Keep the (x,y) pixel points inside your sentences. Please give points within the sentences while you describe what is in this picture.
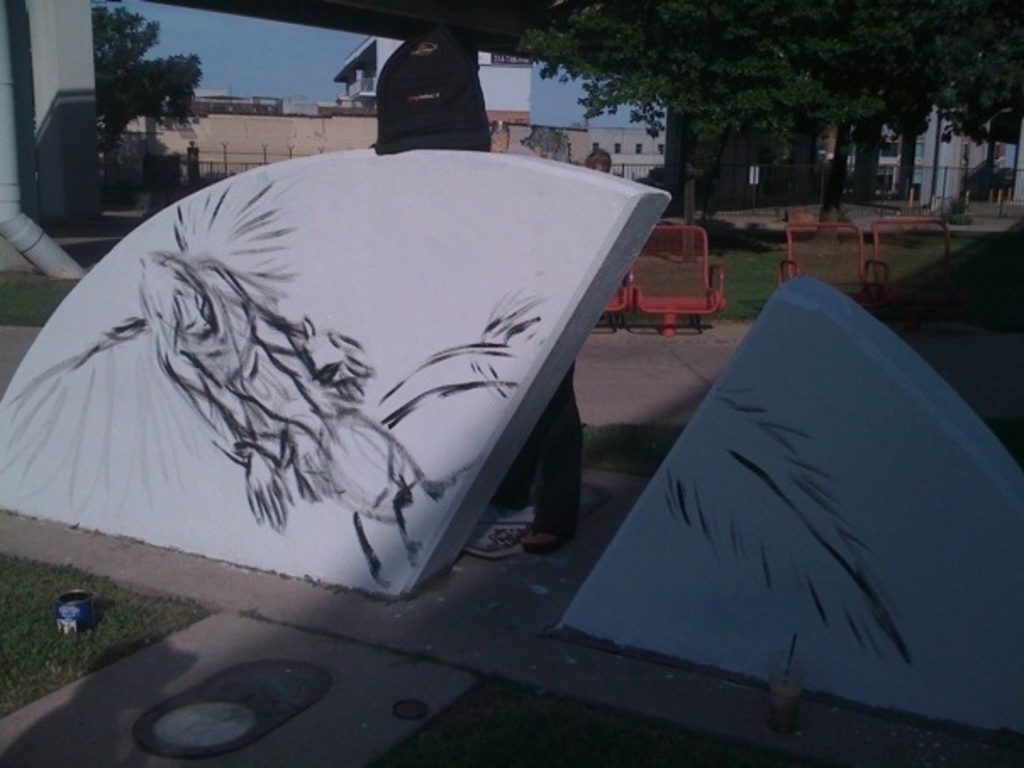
In this image I can see the ground (384,652), some grass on the ground (386,680), a white colored concrete wall (397,302), a black colored painting (141,335) on it, few red colored chairs (689,294), a pipe (3,135), the railing (727,191), few trees (860,75), few building (370,69) and in the background (243,25) I can see the sky (214,48).
